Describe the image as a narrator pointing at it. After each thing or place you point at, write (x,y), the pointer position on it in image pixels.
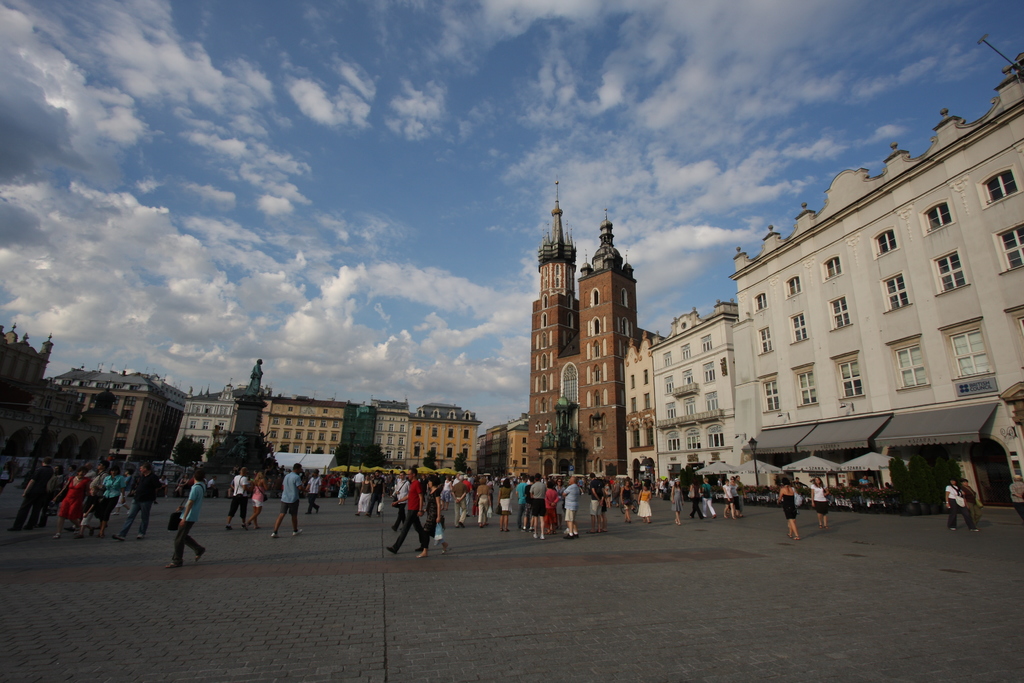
In the picture we can see a path (680,574) with many people (127,480) are walking and in the background (231,386), we can see many buildings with windows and in the background (163,148) we can see the sky (397,242) with clouds (415,299).
